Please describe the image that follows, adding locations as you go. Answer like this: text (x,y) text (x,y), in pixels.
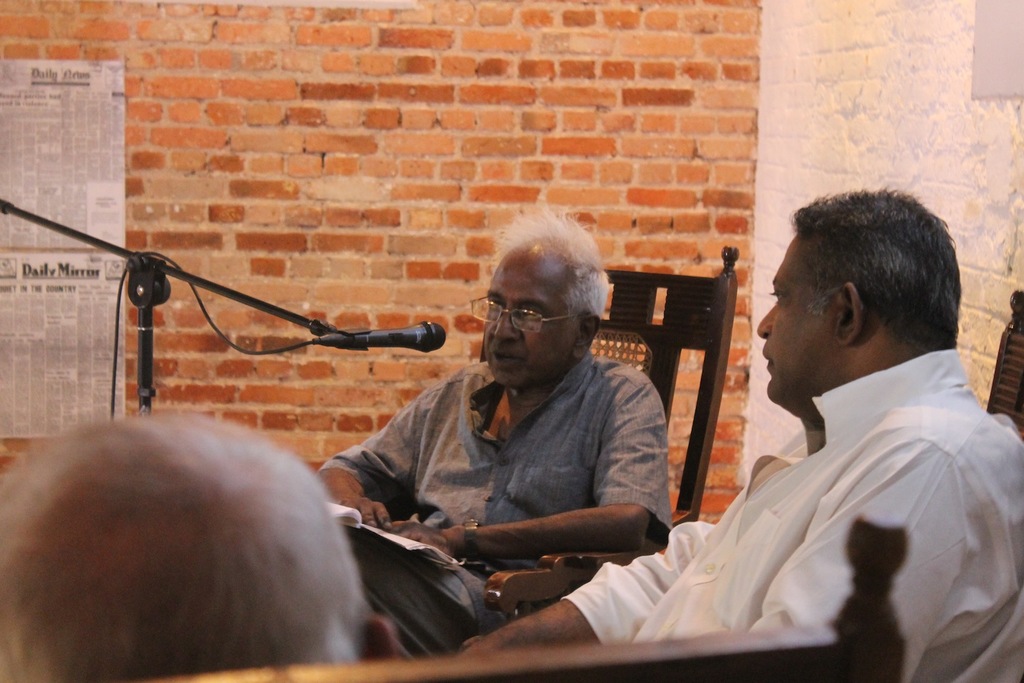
In this picture there is an old man (386,451) in the center of the image (540,251) on a chair (727,318), in front of a mic (389,335) and there are other people (64,456) in the image and there are posters (13,337) on the wall (11,4) in the background area of the image (91,285).
